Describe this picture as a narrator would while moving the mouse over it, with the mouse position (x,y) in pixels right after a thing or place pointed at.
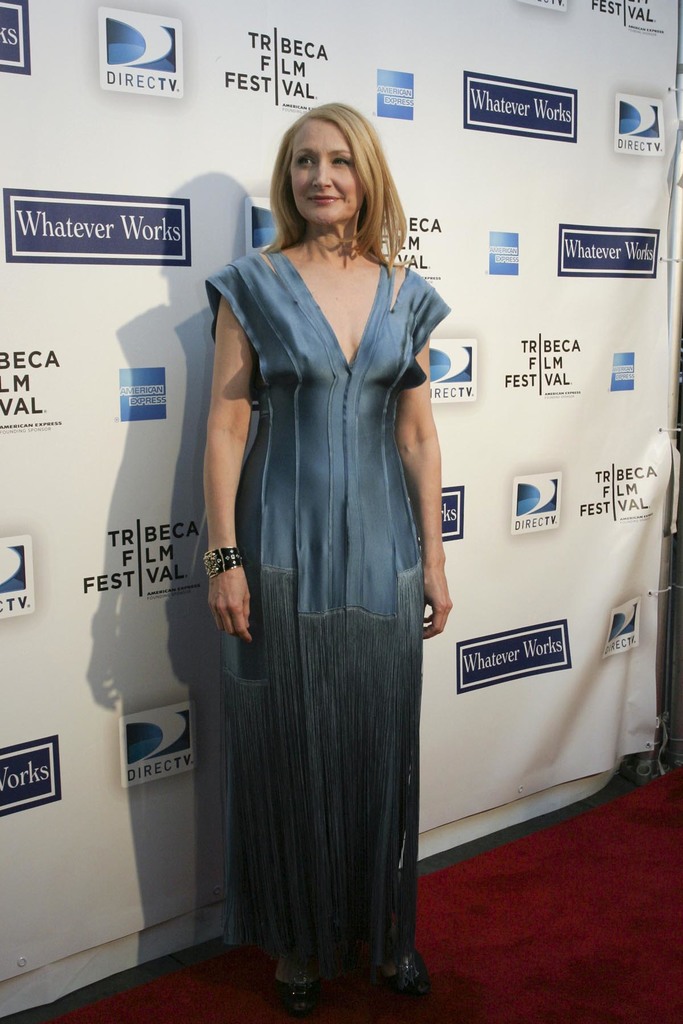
In this image there is a woman (339,301) standing and posing for the camera, behind the woman (305,209) there is a banner (174,489).
